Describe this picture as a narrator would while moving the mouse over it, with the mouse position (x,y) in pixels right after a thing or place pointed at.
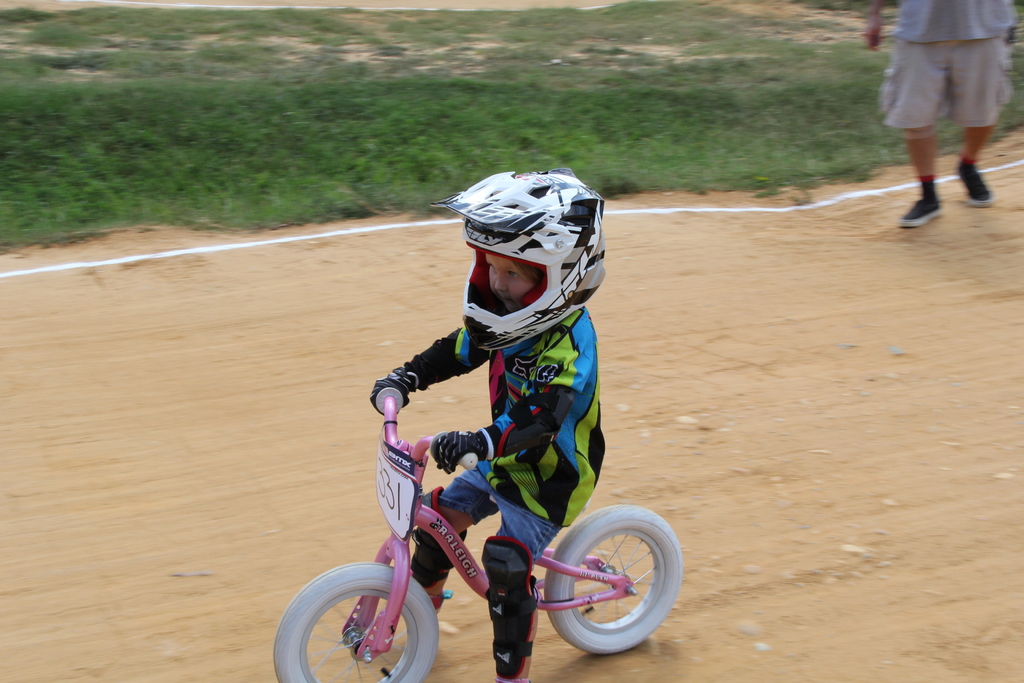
In this image I can see a child (517,442) is sitting on a bicycle (549,582) and wearing helmet (506,314) on the road (755,417). I can also see there is a person (937,89) on the ground (956,134).
